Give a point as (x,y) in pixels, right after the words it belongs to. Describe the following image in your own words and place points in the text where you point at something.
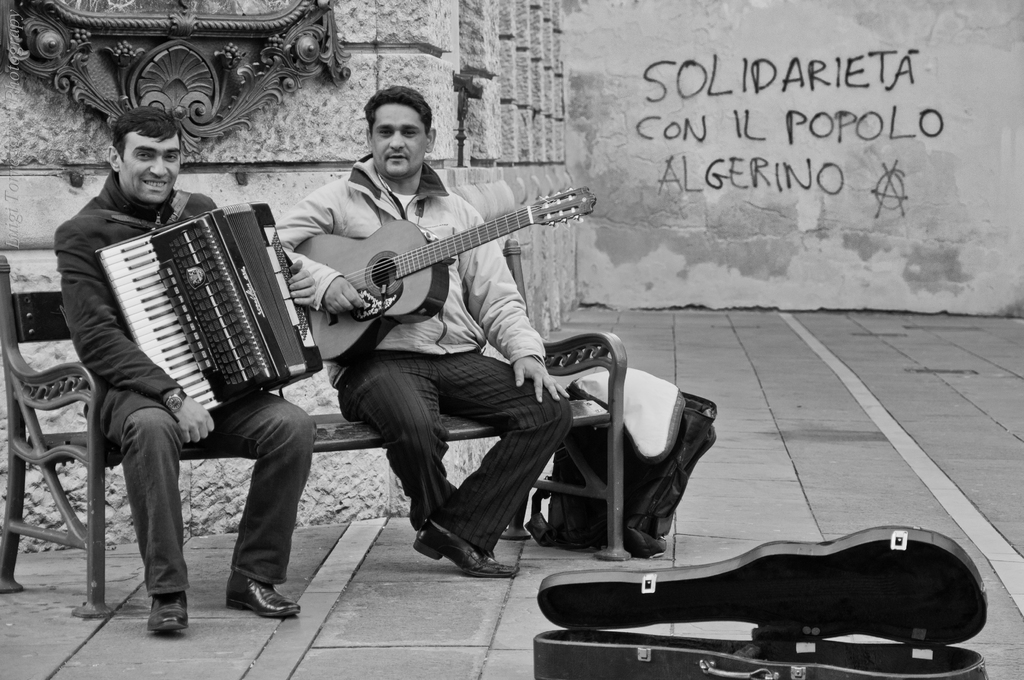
In this image one man (383,176) sitting and holding guitar (332,324), another man (77,273) sitting and holding a musical instrument (234,362) and sitting in a bench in a street (759,370), and in back ground (543,242) there is a frame (322,0), wall (655,303), and in front guitar case (537,639).
